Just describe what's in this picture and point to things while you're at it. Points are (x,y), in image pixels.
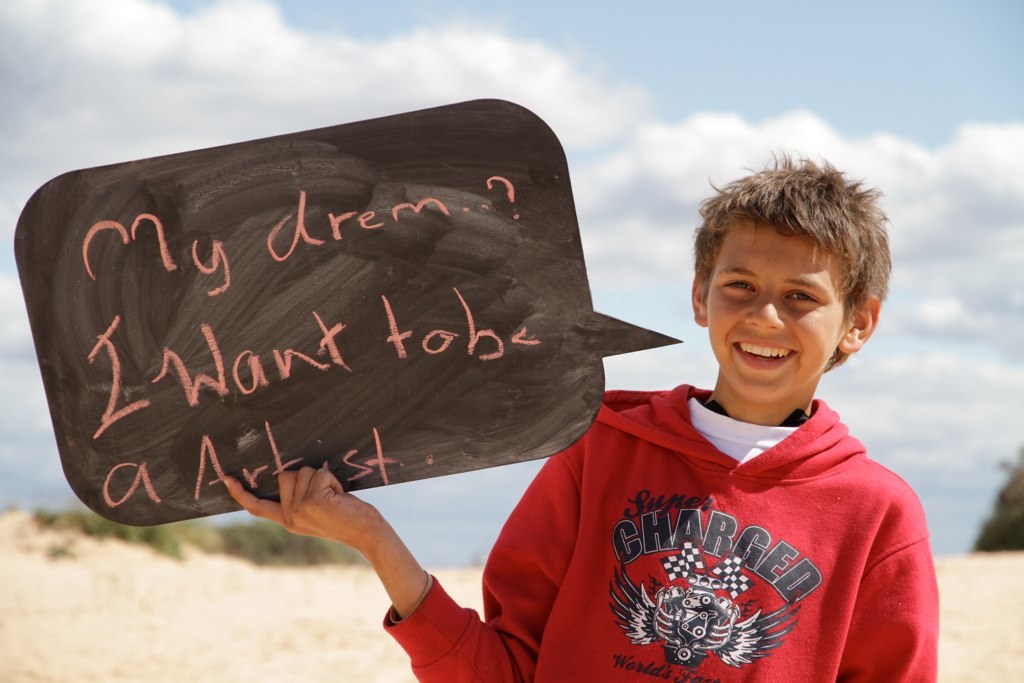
In the image there is a boy (732,440), he is laughing and he is holding some object (286,355), there is some text (280,369) on that object (321,366), the background of the boy (845,261) is blur.
